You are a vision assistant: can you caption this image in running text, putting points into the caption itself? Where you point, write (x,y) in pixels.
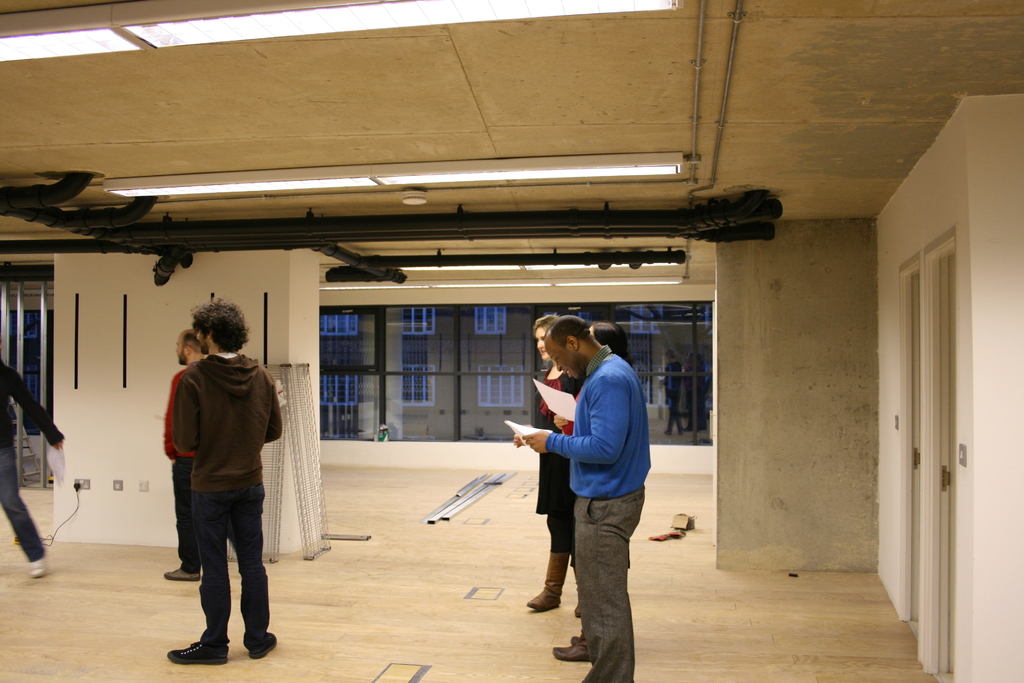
In the picture I can see few people (265,436) standing on the floor (515,498). I can see two persons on the right side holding the papers (550,401). I can see the pipelines (347,222) and lights (505,287) on the roof (423,253). In the background (486,373), I can see the building (470,358) and glass windows (531,378).
